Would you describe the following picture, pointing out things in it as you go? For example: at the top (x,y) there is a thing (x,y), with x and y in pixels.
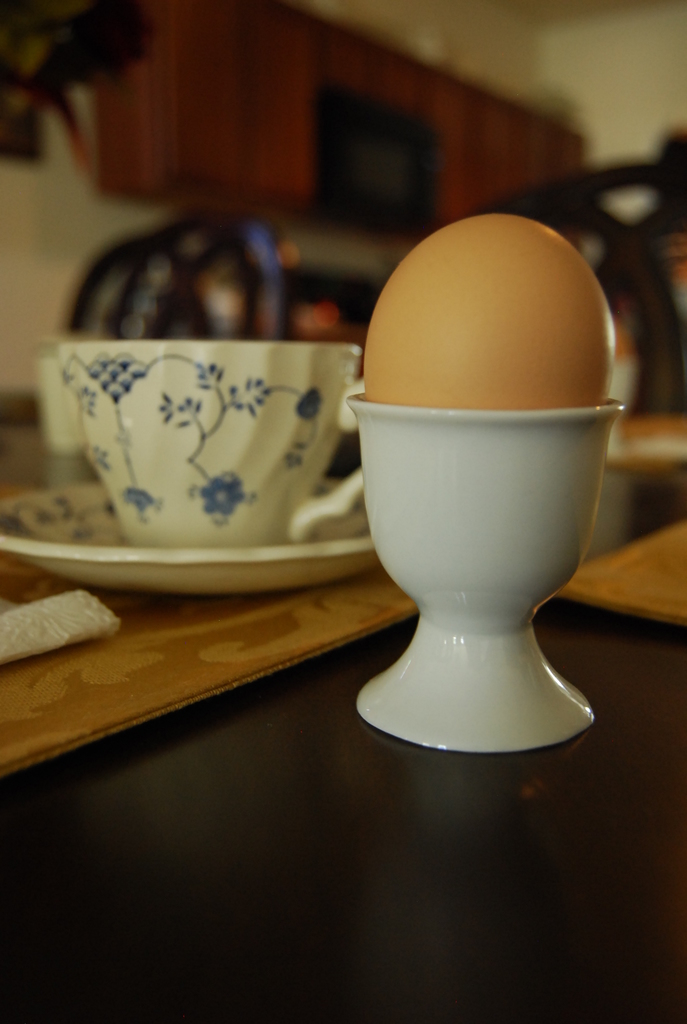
It is a egg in a egg cup (480,510), in the left side (130,477) there is a cup (179,498) in a saucer (302,566) which are in white color.
